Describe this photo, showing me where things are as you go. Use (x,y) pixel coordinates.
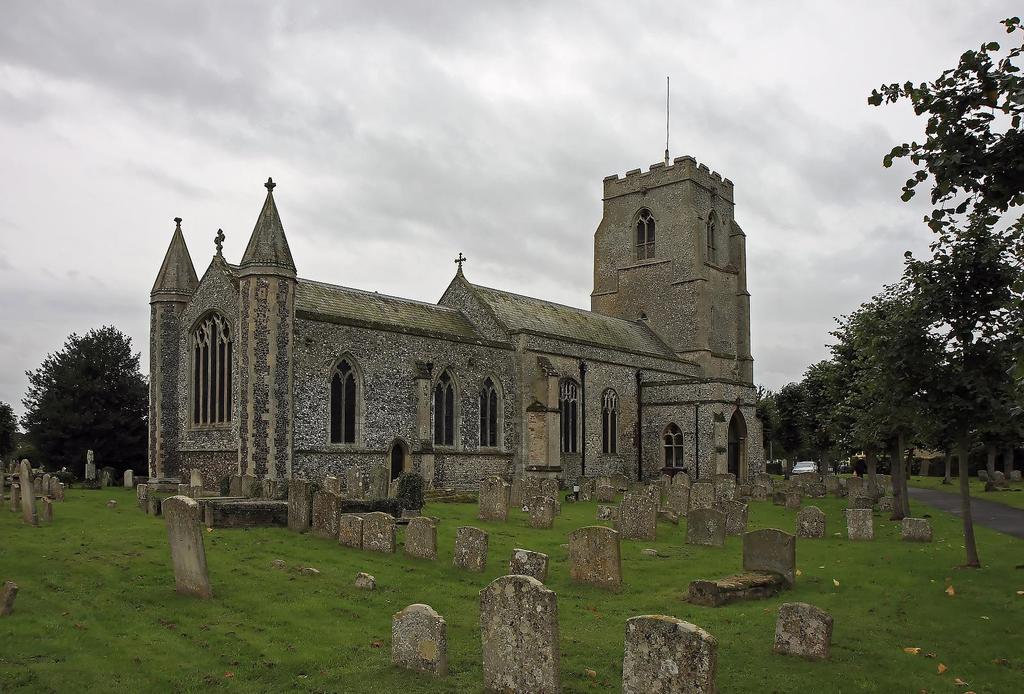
In this image we can see a chapel (255,297) and there are some gravestones (814,531) on the ground (649,574). We can see some trees (892,312) and plants (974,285) and there is a car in the background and at the top (578,43) there is a cloudy sky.
